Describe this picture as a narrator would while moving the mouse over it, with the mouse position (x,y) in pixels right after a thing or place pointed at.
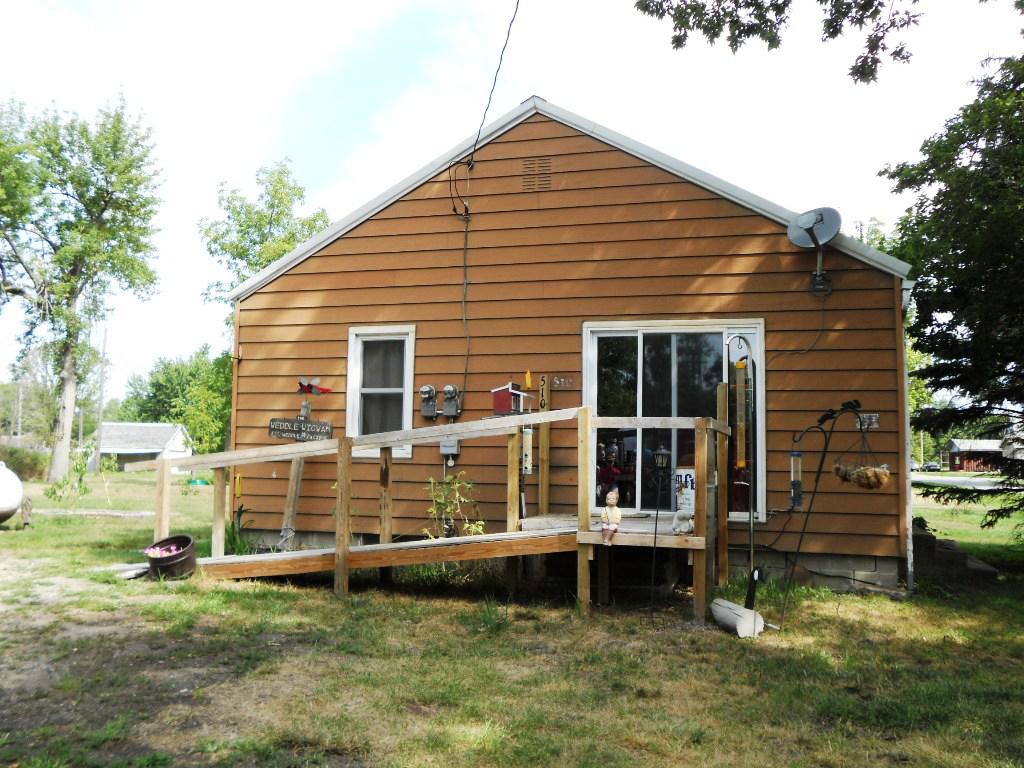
To this house (586,262) there is a glass window (385,409) and glass door (659,398). In-front of this house (522,280) there are toys (680,524) and objects (289,508). Here we can see grass (834,700). Around this house (521,350) there are trees (1020,416). Far there are houses (986,458).
